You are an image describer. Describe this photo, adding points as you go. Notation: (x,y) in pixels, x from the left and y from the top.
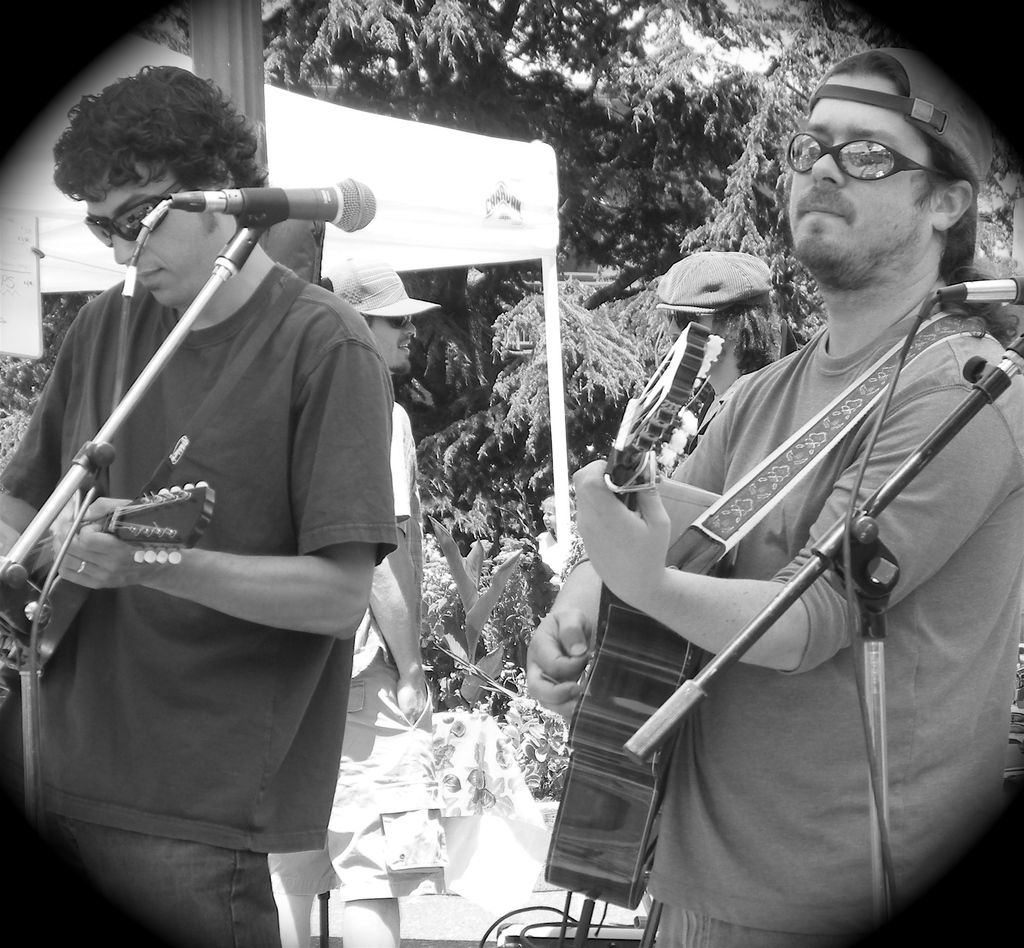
This is black and white picture, there are two men (868,224) standing and playing guitar (168,538) and we can see microphones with stands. In the background (389,279) we can see trees (627,372), banner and people (410,522).
